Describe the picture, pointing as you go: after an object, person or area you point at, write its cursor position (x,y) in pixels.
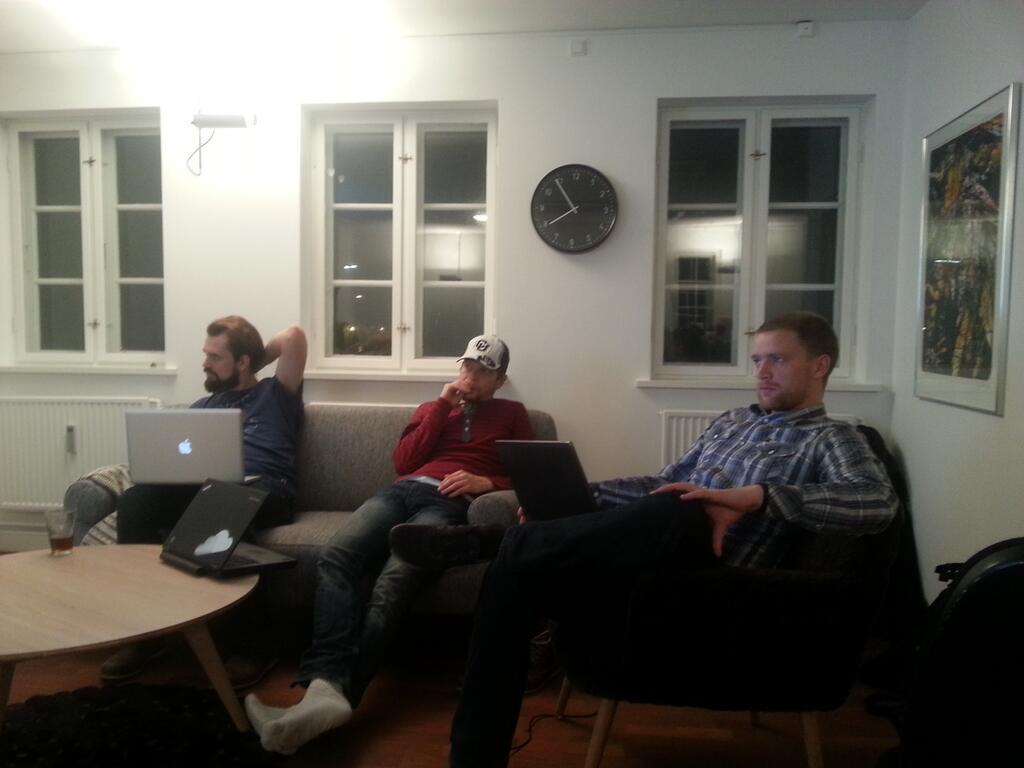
In this picture we can see three persons (460,430) sitting on sofa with their laptops (569,461) and in front of them there is table (117,561) and on table (97,561) we can see glass (58,535), laptop (257,564) and in background (37,171) we can see windows (437,133), watch (569,167), frame (999,311).
